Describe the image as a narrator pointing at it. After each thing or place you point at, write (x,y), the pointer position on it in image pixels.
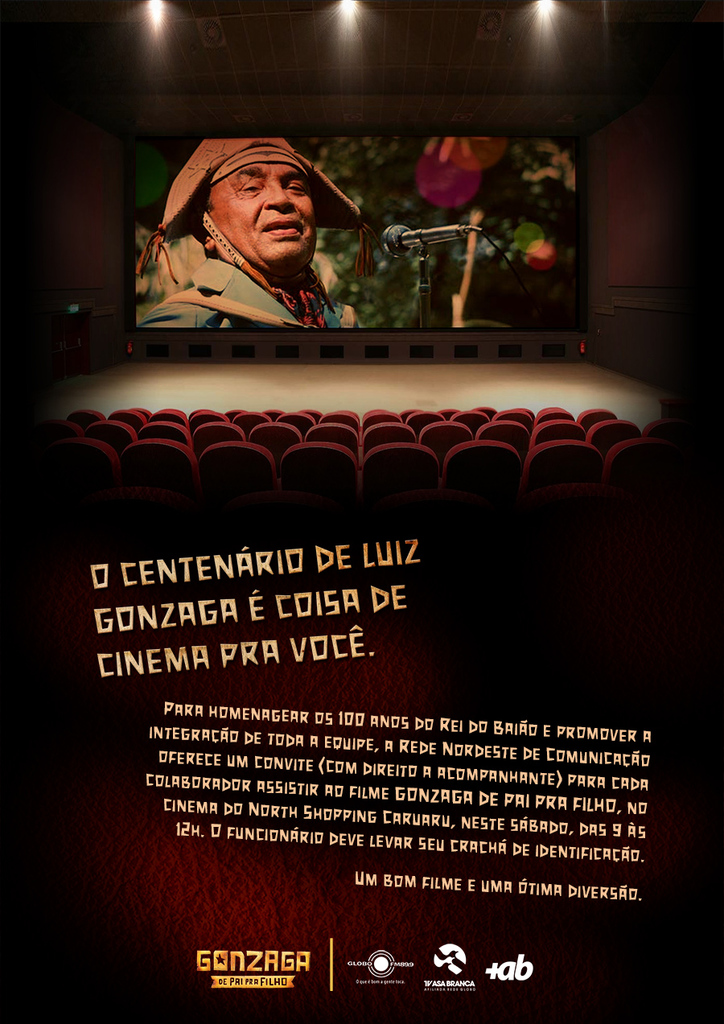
In the image there is a screen (344,168) and on that screen (273,181) there is a picture (284,179) of a man (284,260) and in front of that screen (170,276) there are some chairs (427,461), behind the chair (193,492) there is some text (286,981) in the foreground of the image (304,607).
